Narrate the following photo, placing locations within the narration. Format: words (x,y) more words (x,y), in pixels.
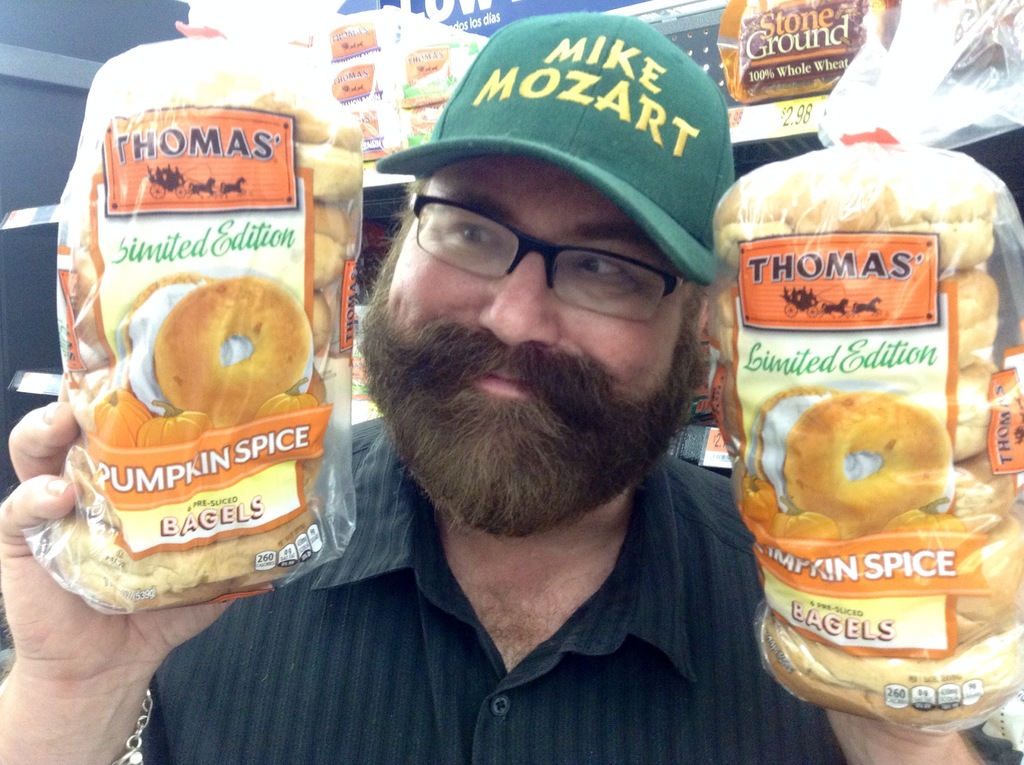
In this picture, we can see a person (631,277) holding some objects (728,374), in the background (486,11), we can see the wall (704,59) with shelves (447,76) and some objects (423,31) on it, we can see some posters (503,11) with numbers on the shelves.
